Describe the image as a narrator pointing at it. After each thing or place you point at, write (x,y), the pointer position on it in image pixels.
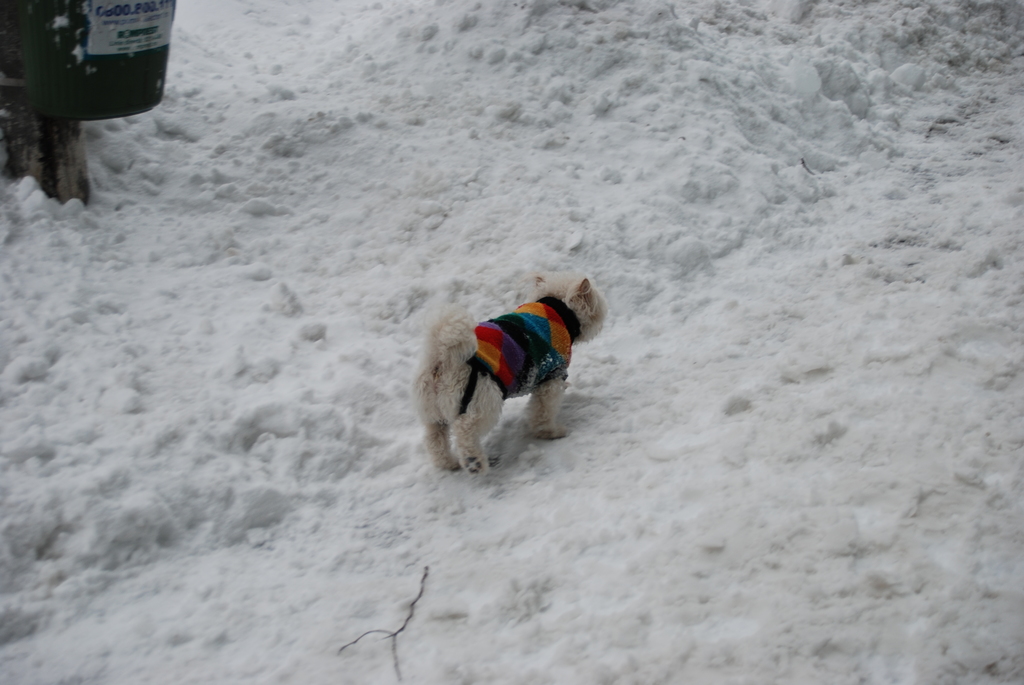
This image consists of a dog (513,387) standing on the ground (513,453). At the bottom (31,515), there is snow (500,209).
